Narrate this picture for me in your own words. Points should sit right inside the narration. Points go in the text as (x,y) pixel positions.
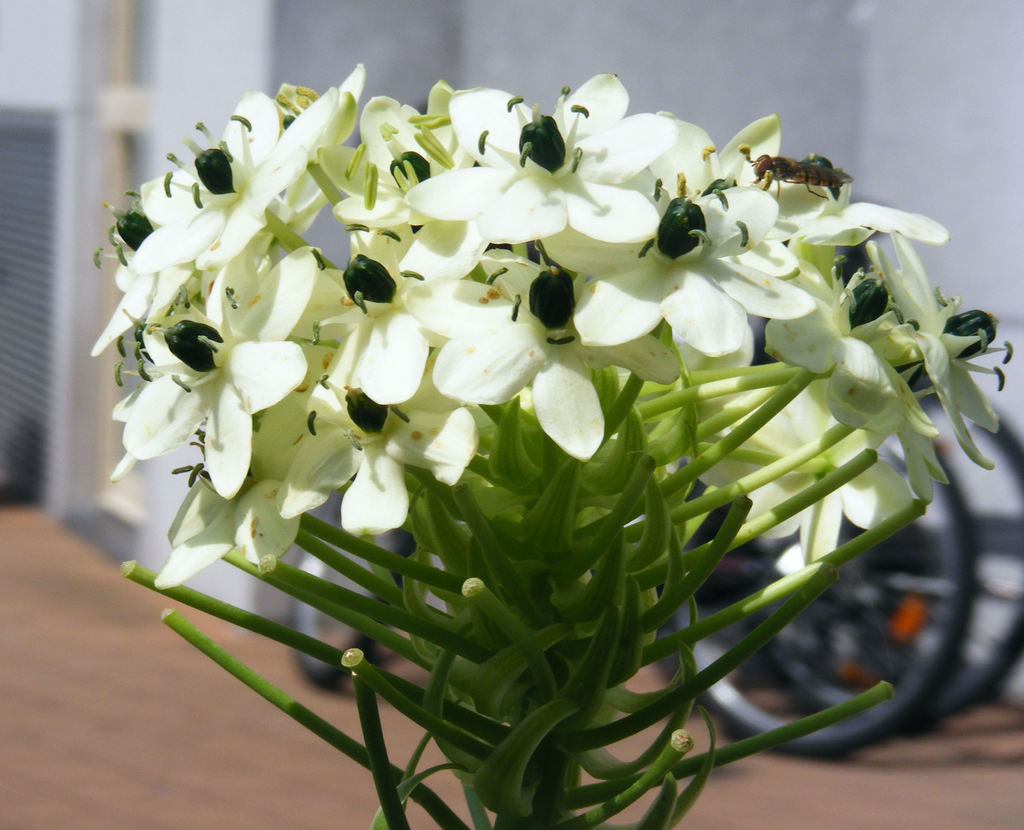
In this image there is a plant (523,651) and we can see flowers (502,309) to it. On the right (764,162) there is an insect (788,170) on the flower (788,202). In the background (746,49) there is a wall (656,36).
